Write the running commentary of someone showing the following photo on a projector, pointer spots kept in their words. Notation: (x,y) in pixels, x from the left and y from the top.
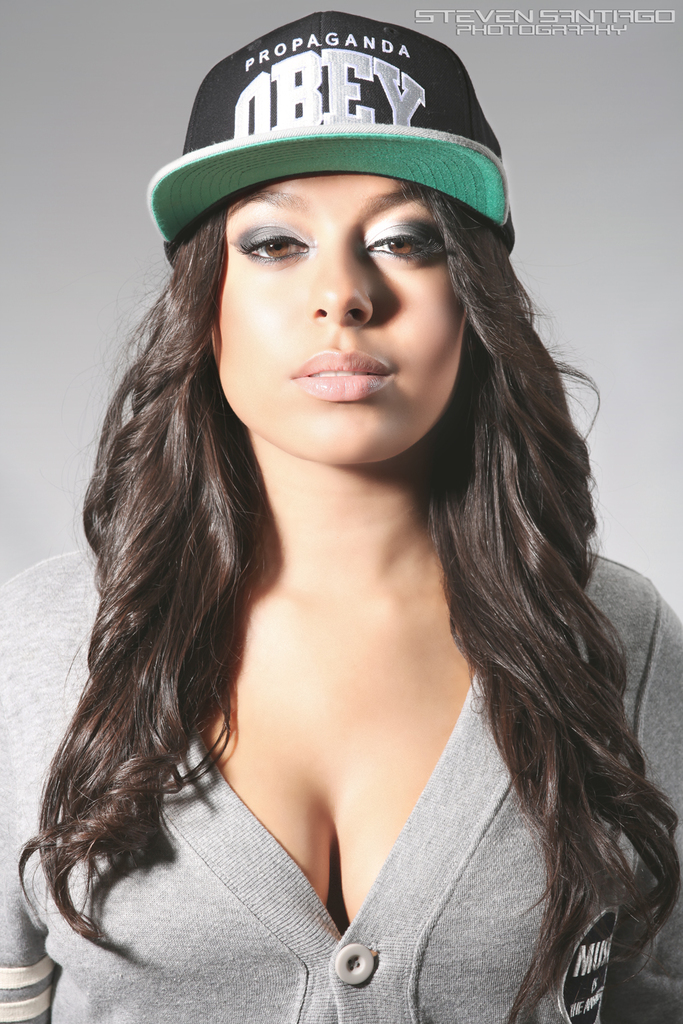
In this image I can see the person (188,914) and the person (184,910) is wearing light gray color shirt (263,871) and black and green color cap (430,93) and I can see the white and gray color background (558,169).
